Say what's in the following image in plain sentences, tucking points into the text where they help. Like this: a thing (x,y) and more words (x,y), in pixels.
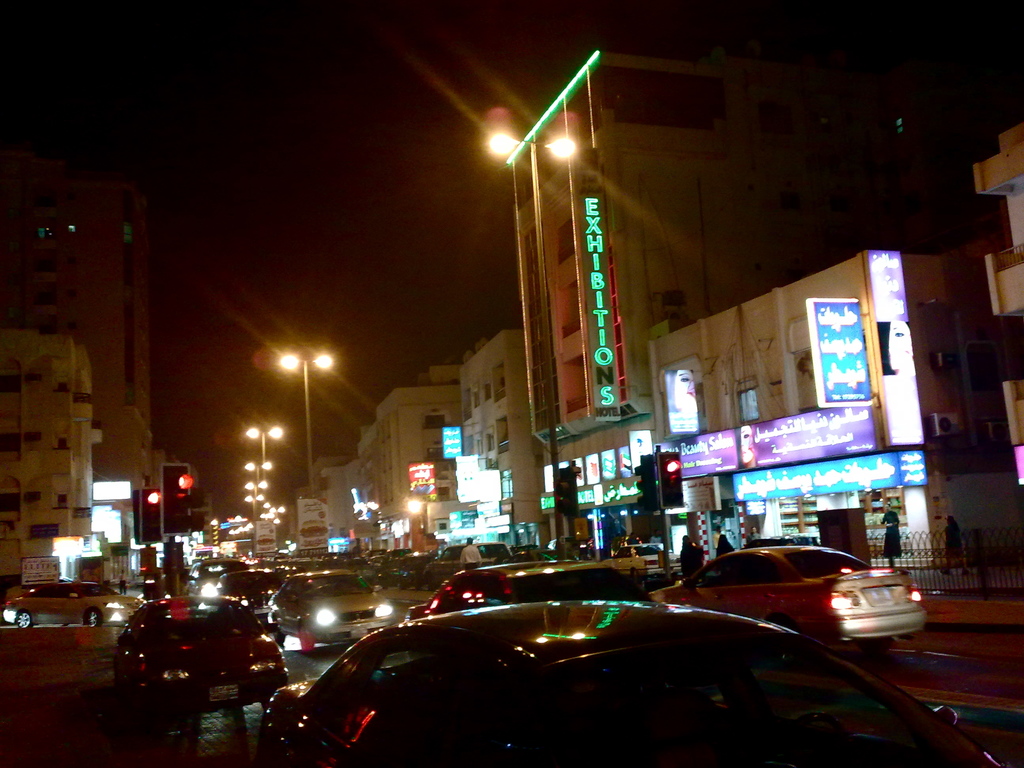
In this image I can see the road (16,649). There are many vehicles (360,602) on the road (110,668). To the side of the road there are many buildings (25,545) and the boards (60,547) to it. I can see the light poles (264,498) to the side. In the back (256,228) there is a sky (268,173).
